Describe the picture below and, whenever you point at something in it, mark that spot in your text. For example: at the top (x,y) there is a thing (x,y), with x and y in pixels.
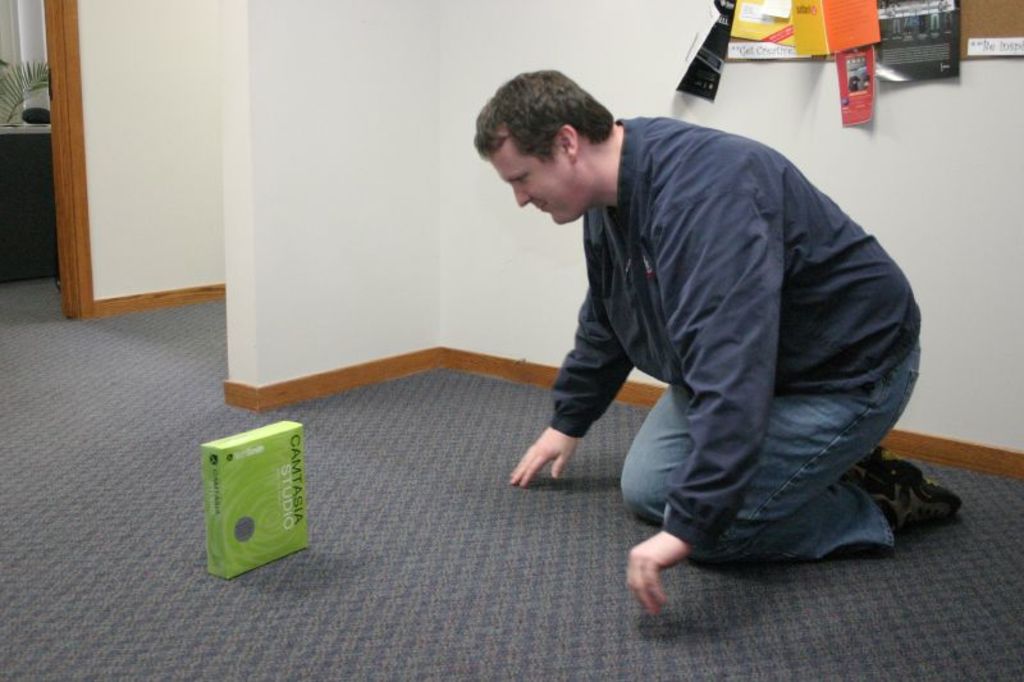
This picture is clicked inside the room (345,388). The man (661,340) in black jacket (718,304) is smiling. In front of him, we see a green color box (269,490) which is placed on the grey color floor (312,600). Behind him, we see a white wall (900,160) and many things (809,43) in black, yellow and orange color are placed on the board (986,28). On the left side (21,168), we see a flower pot (38,80), a table (18,148) and a white pillar (42,30).
